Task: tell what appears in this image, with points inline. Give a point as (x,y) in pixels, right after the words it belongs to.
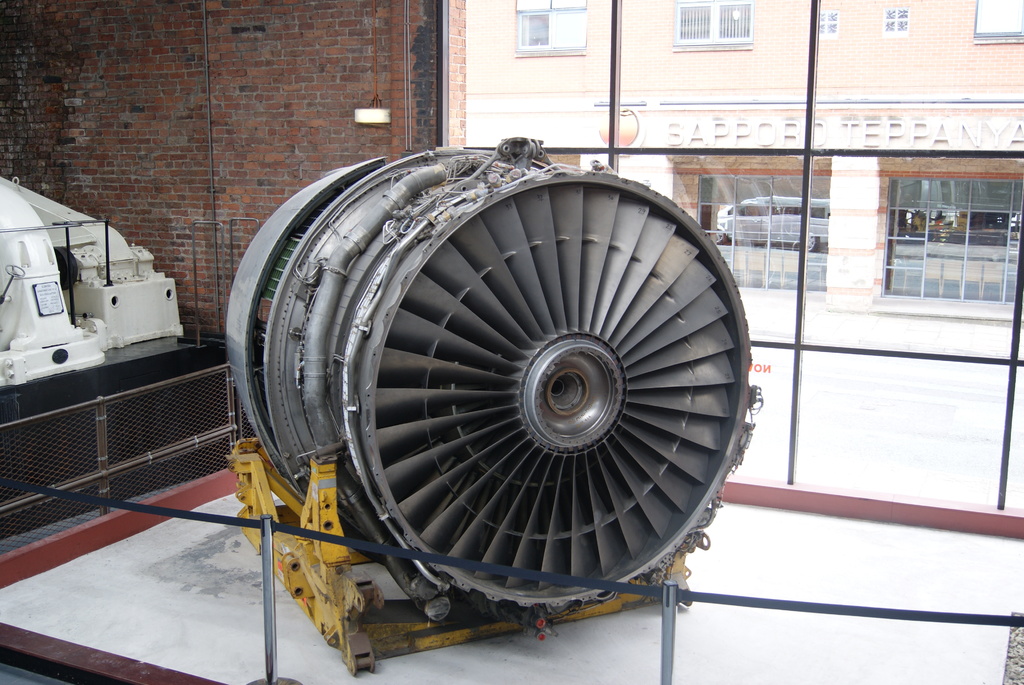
In the center of the image (678,239) there is a object (550,622). In the background of the image (480,36) there is a building (524,31). There is a wall (162,37).
